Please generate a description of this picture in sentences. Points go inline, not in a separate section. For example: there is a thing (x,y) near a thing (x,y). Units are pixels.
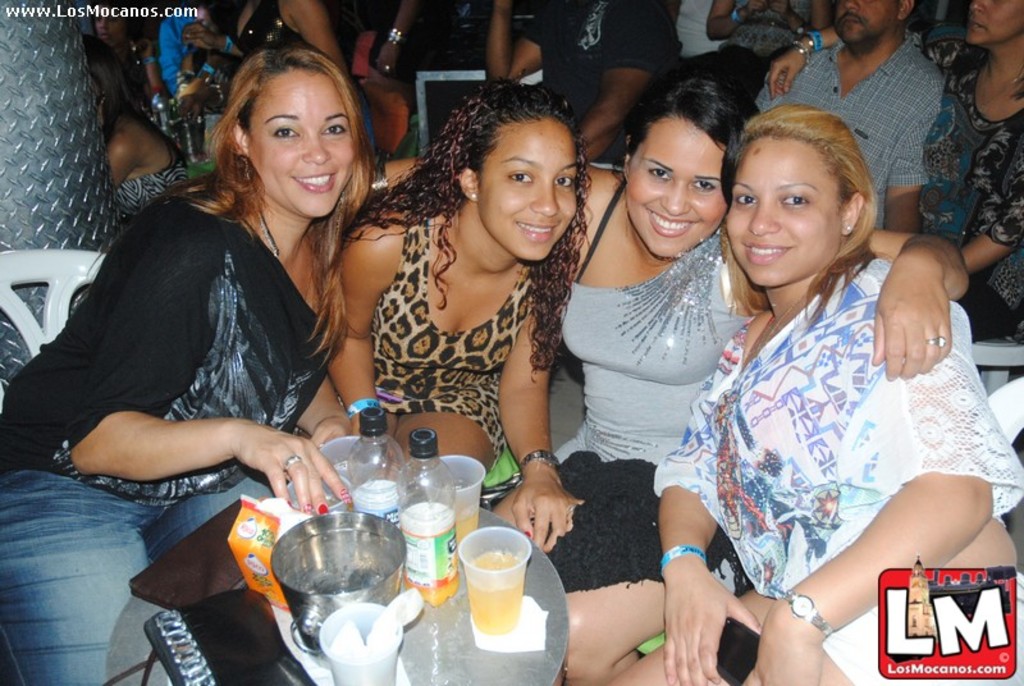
In this image there are a few people (720,366) sitting on the chairs (56,261) with a smile on their face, in front of them there is a table (283,623) with bottles (424,497), glasses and a few other objects (289,585) on top of it, behind them there are a few people (805,71) sitting on their chairs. On the left side of the image (54,85) there is a metal structure (53,245) and on the top of the image (55,12) there is some text (55,12), on the bottom right side of the image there is a logo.
